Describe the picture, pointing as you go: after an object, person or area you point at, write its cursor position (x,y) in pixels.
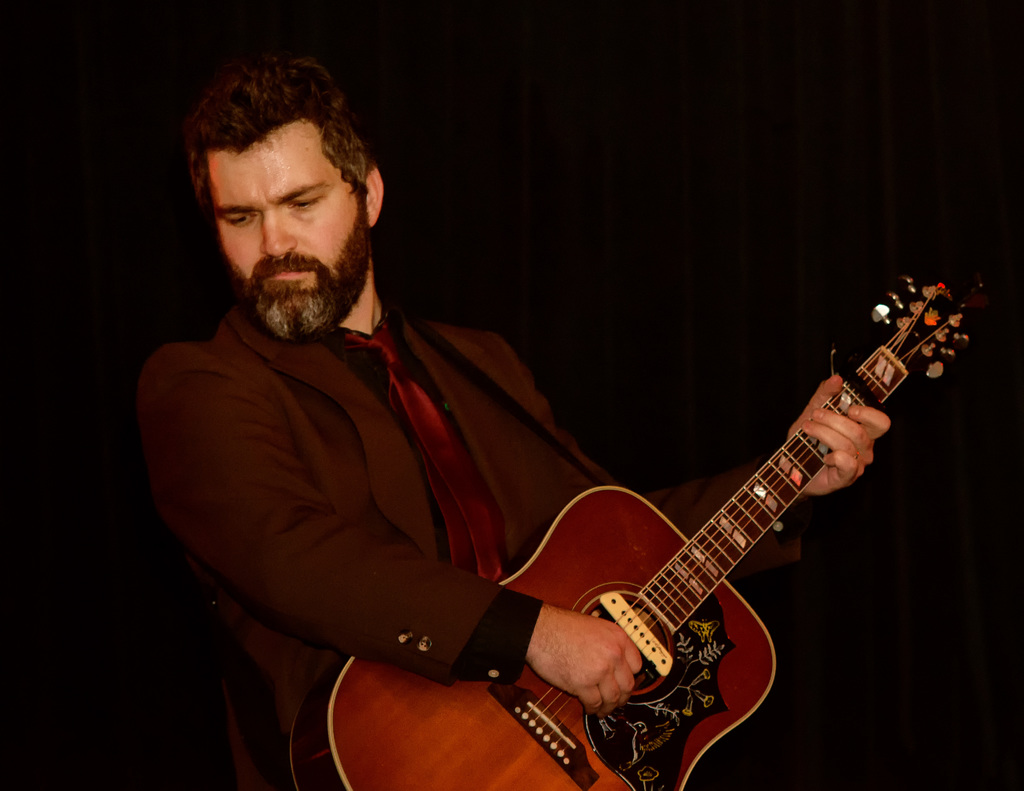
He is standing. He is playing a guitar (621,492). He is wearing suit (456,656) and tie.
